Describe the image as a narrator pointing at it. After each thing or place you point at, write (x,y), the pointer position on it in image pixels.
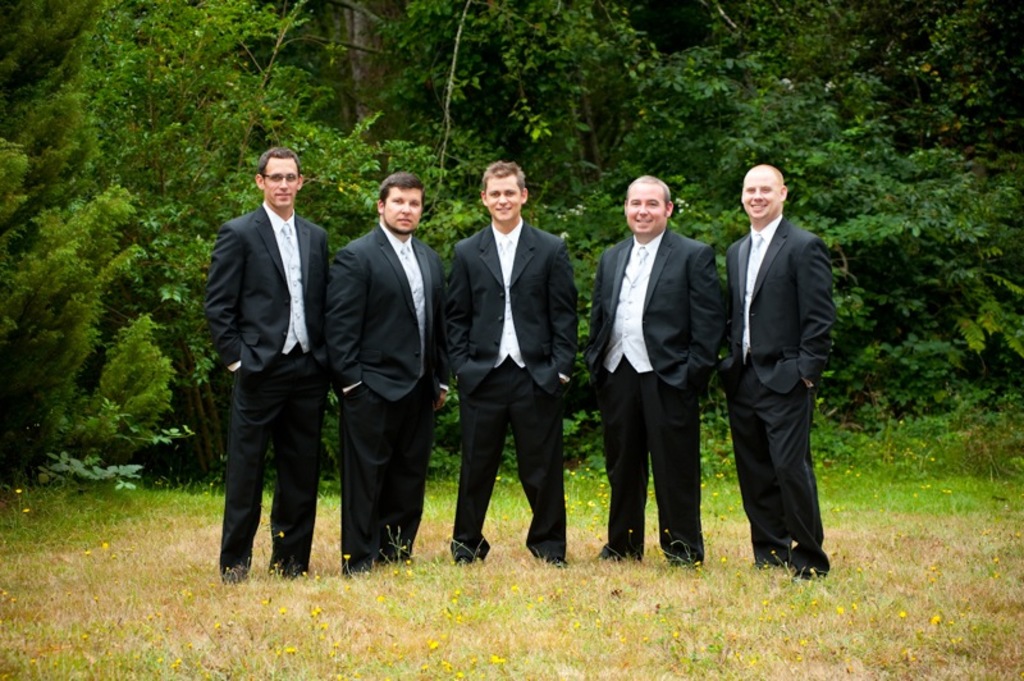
In this picture we can five men (484,321) standing on the grass (509,648). We can see a few yellow flowers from left to right. There are a few trees (385,86) visible in the background (638,79).
